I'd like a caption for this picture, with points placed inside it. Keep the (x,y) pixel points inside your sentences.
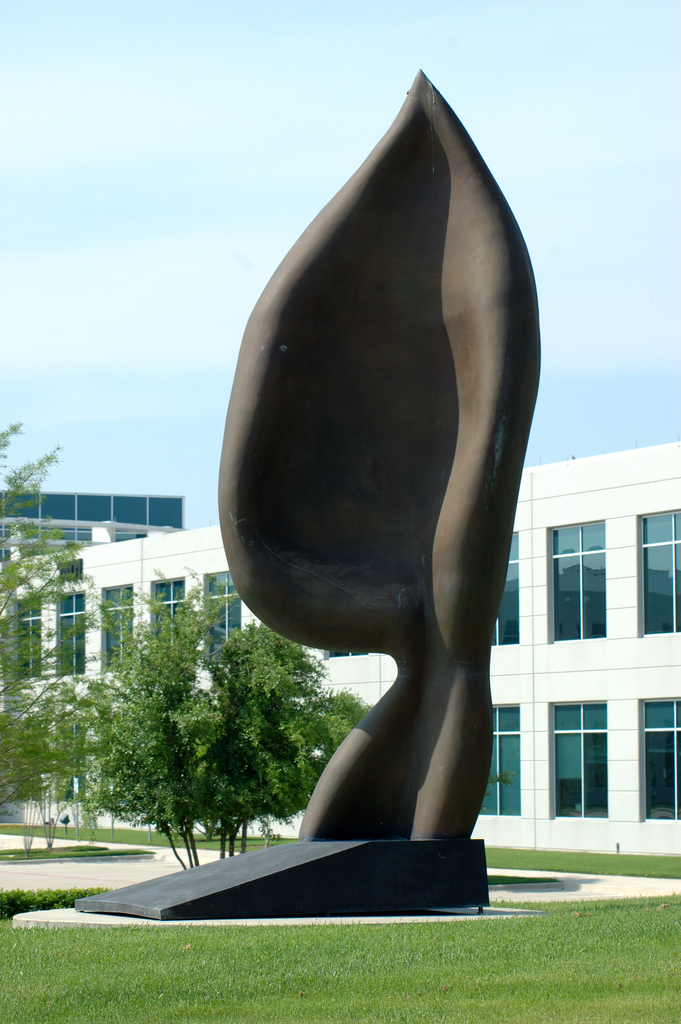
In the foreground of this image (374,760), there is a sculpture (377,783) and around it there is grass (401,958). In the background (153,728), there are trees (193,614), building (180,576), sky (162,170) and the cloud (186,101).
